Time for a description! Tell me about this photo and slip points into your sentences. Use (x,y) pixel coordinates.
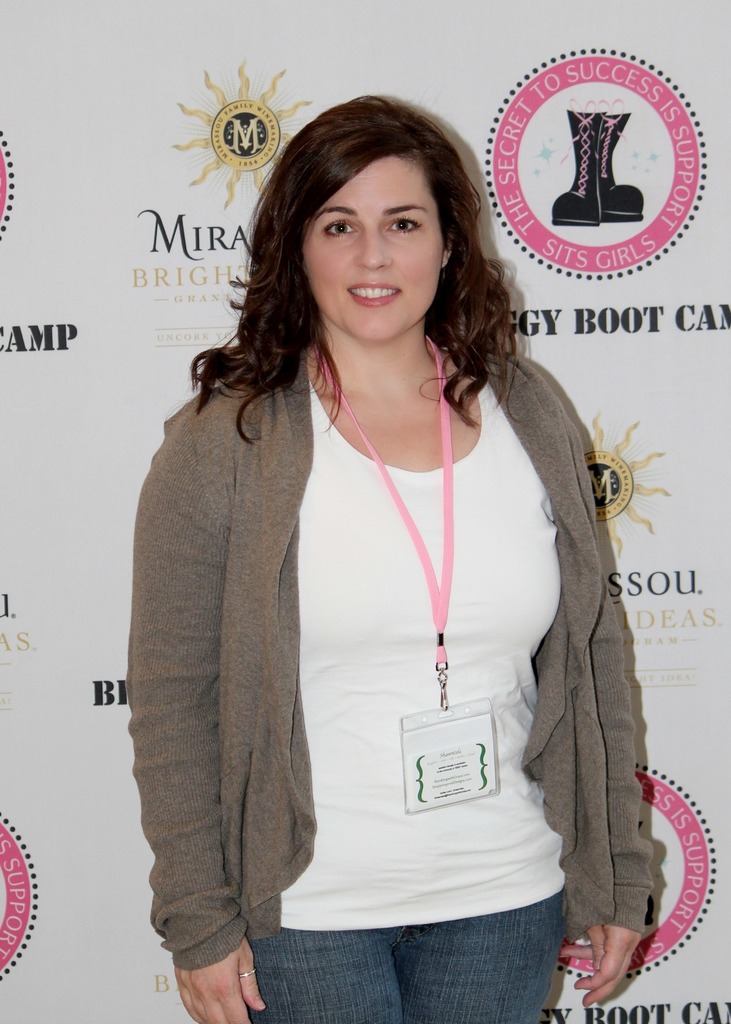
In the center of the picture (287,374) there is a woman (350,489) standing, behind her there is a banner (730,530). The woman (249,564) is wearing a jacket (558,689).
